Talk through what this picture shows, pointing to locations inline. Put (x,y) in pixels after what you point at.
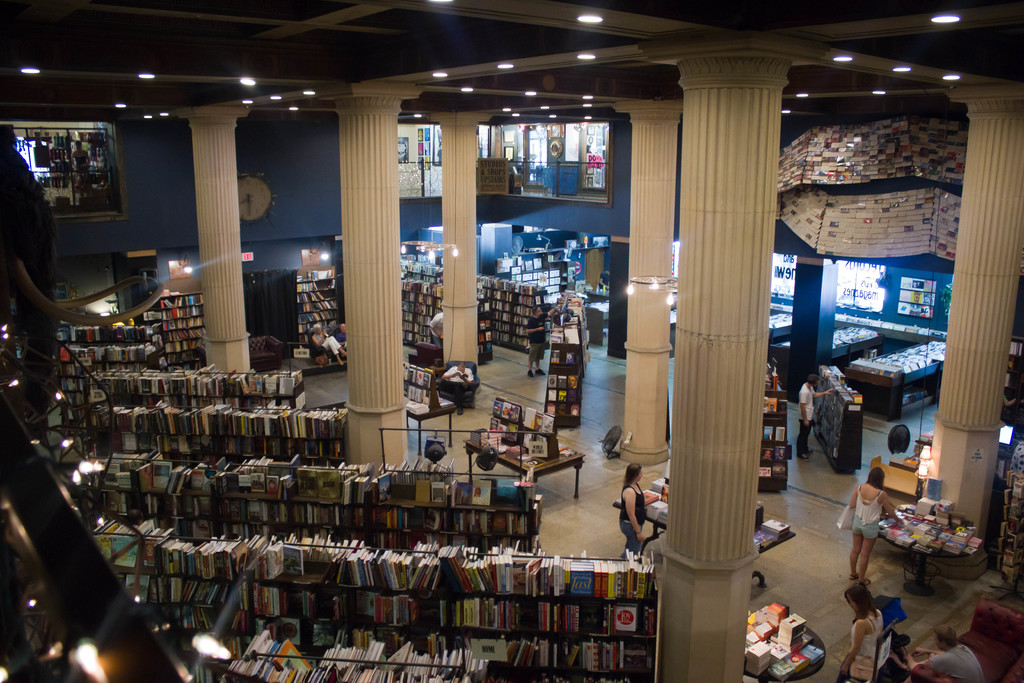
In this picture I can see a number of books (319,519) on the racks (468,538). I can see tables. I can see a few people (642,538) standing. I can see a few people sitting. I can see the pillars (722,576). I can see light arrangements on the roof (450,47). I can see the glass fence (436,180). I can see the chairs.
